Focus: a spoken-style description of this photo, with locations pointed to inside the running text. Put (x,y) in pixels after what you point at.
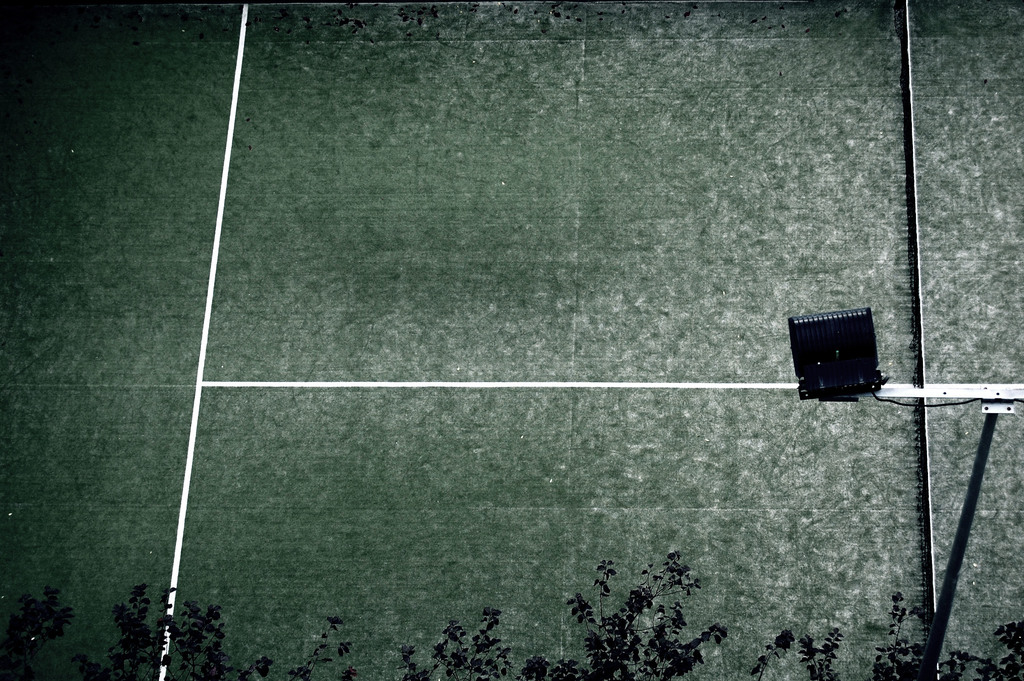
In this image I can see the white and green color surface (392,385) and trees (680,658). I can also see the black color object (845,379) on the surface (776,419).
